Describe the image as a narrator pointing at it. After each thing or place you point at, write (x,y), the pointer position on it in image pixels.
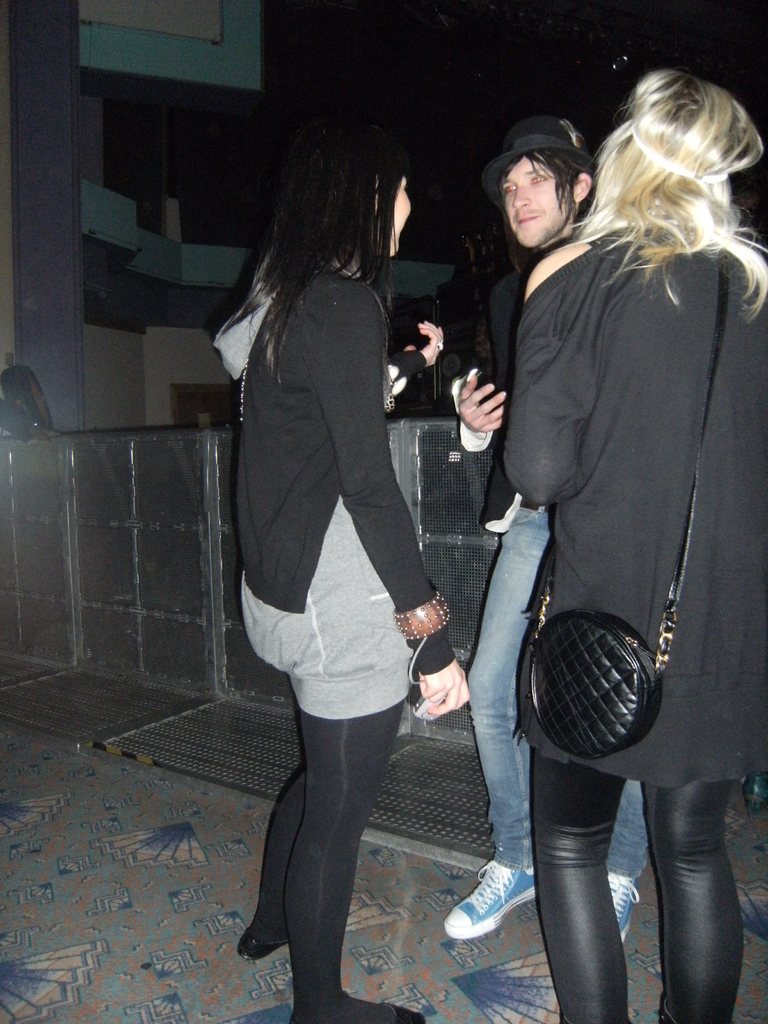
This image is taken indoors. At the bottom of the image (140,912) there is a floor (140,832) with a mat (142,914). On the right side of the image (725,291) two women (714,271) and a man (456,937) are standing on the floor (506,962). In the background (177,542) there is a building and there is a railing (104,473).
